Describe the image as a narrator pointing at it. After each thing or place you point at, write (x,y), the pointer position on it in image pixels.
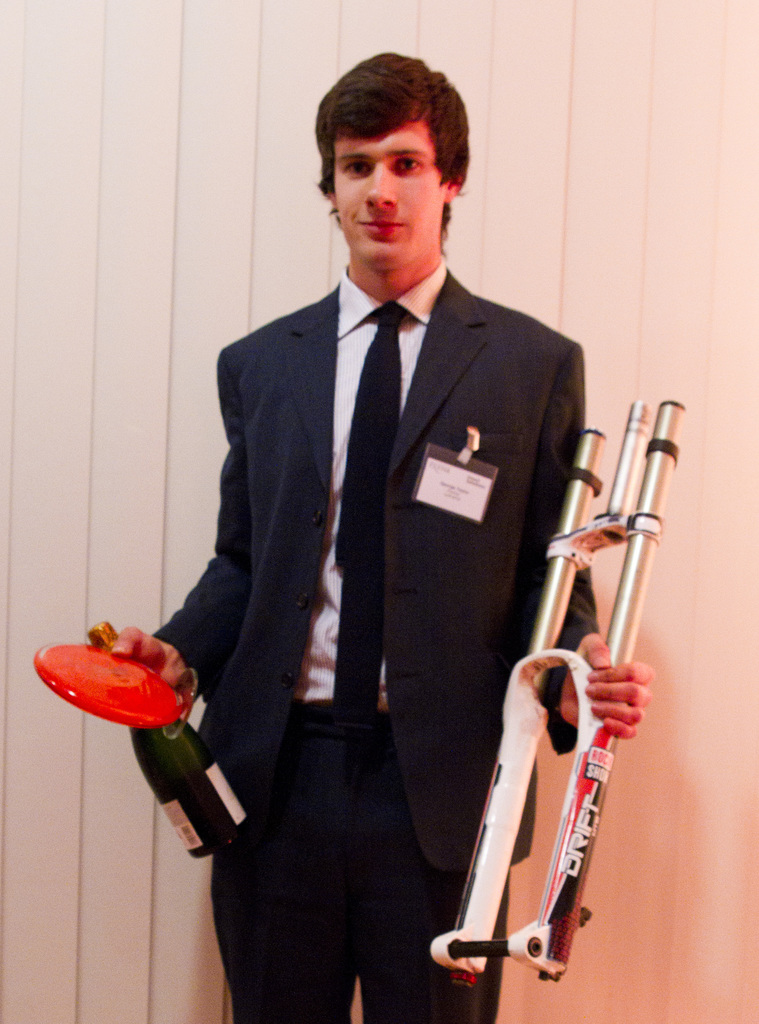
In the center of the picture (366,419) there is a person (412,558) in black suit (359,746) holding a bottle (205,778) and other objects (64,667), behind him there is a window blind (690,672).
